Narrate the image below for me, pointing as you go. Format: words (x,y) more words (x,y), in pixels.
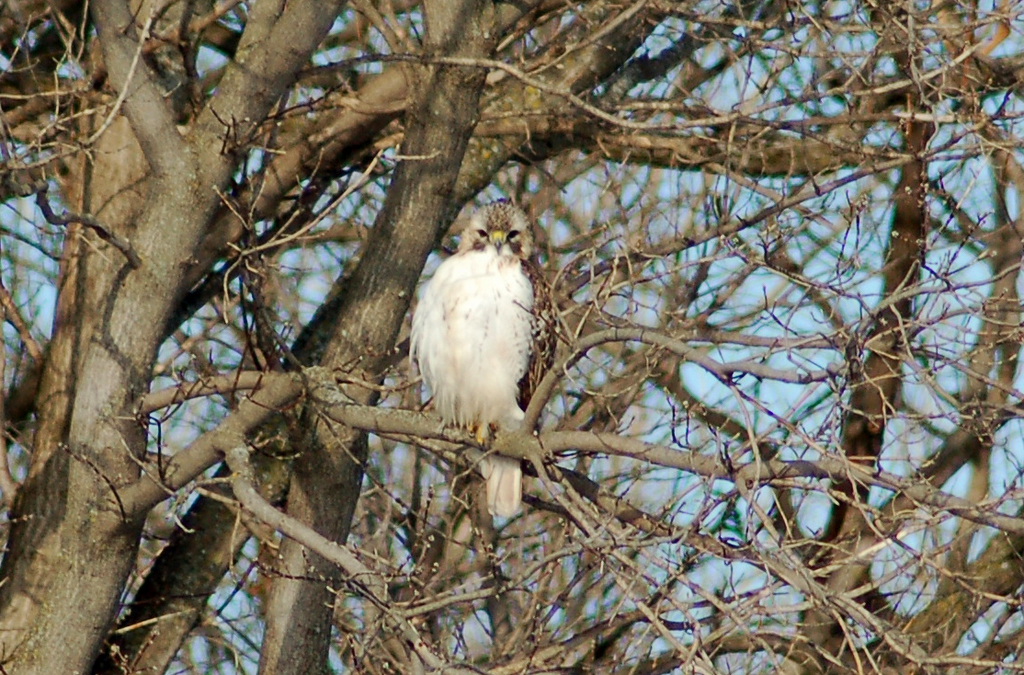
In this image, I can see a bird (488,306) on a branch (480,452). These are the trees (300,435) with the branches (282,161) and stems (157,278).
